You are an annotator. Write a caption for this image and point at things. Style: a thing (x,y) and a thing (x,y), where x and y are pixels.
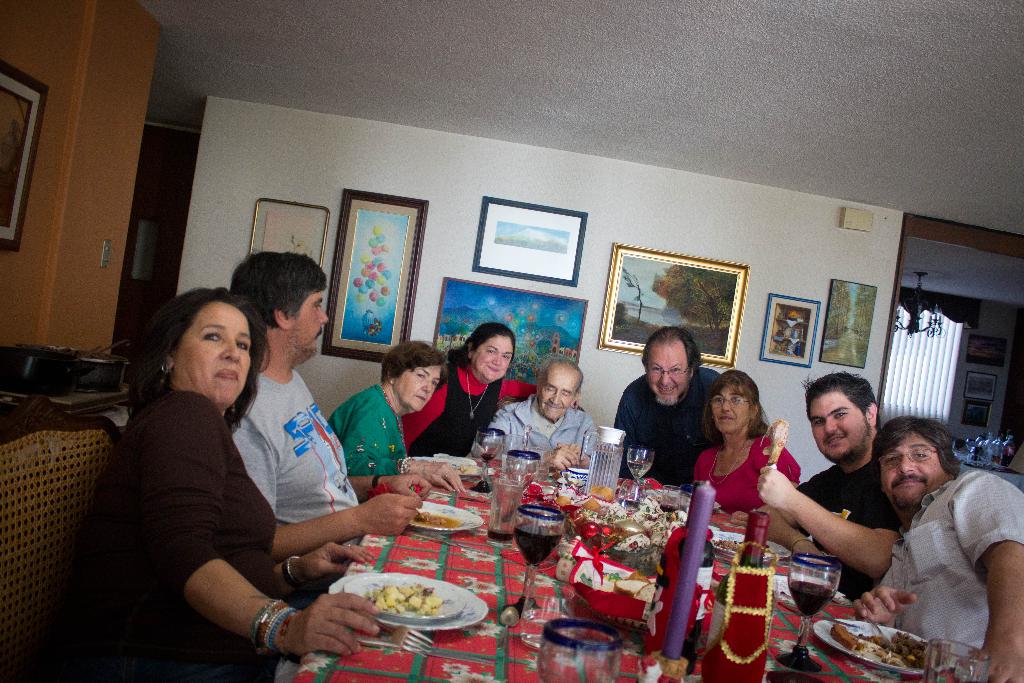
In this picture there are group of people (461,387) who are sitting on the chair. A man (828,494) wearing a black dress (836,492) is holding a chicken piece (775,452) in his hand (785,500). There is a jar (603,463), glass (636,485), food (408,585) in the plate (408,614), bottle (760,556), candle (694,572) and other objects (617,544) on the table (537,614). There is a red color cloth (401,672). There are frames (369,282) on the wall (329,241). There are few glasses (989,450) on the table (1001,469) at the background (994,451). There is a chandelier (921,317) to the roof (911,275).
